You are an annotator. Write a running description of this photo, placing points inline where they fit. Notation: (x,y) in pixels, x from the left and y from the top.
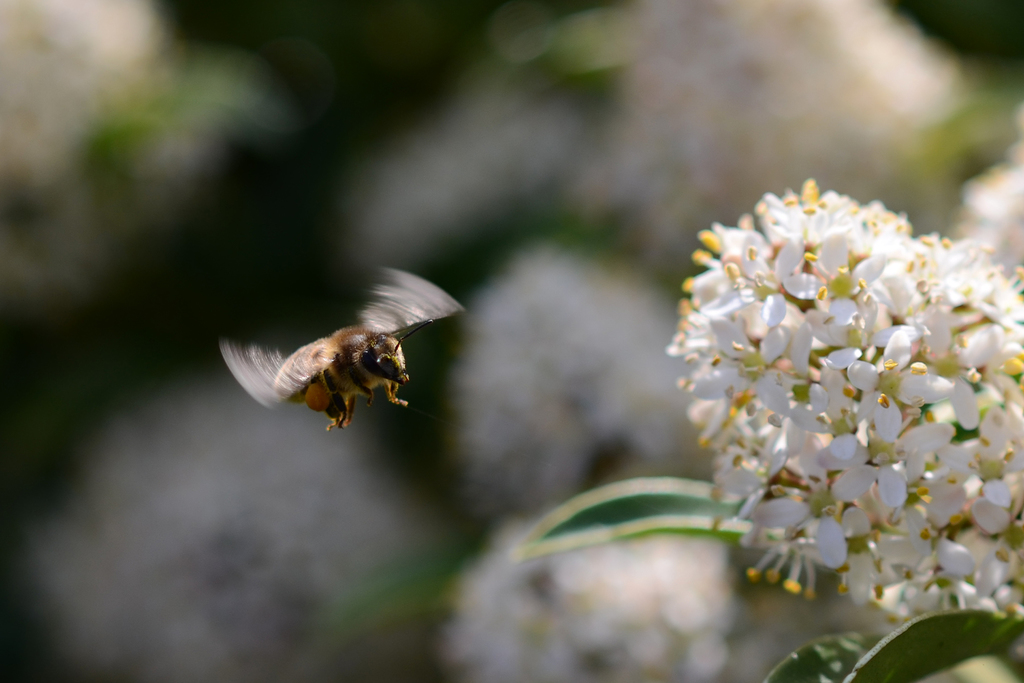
In the picture we can see some group of flowers (861,433) which are white in color and near to it, we can see a bee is flying and behind it we can see some plants (474,499) with flowers (866,30) which are not clearly visible.
